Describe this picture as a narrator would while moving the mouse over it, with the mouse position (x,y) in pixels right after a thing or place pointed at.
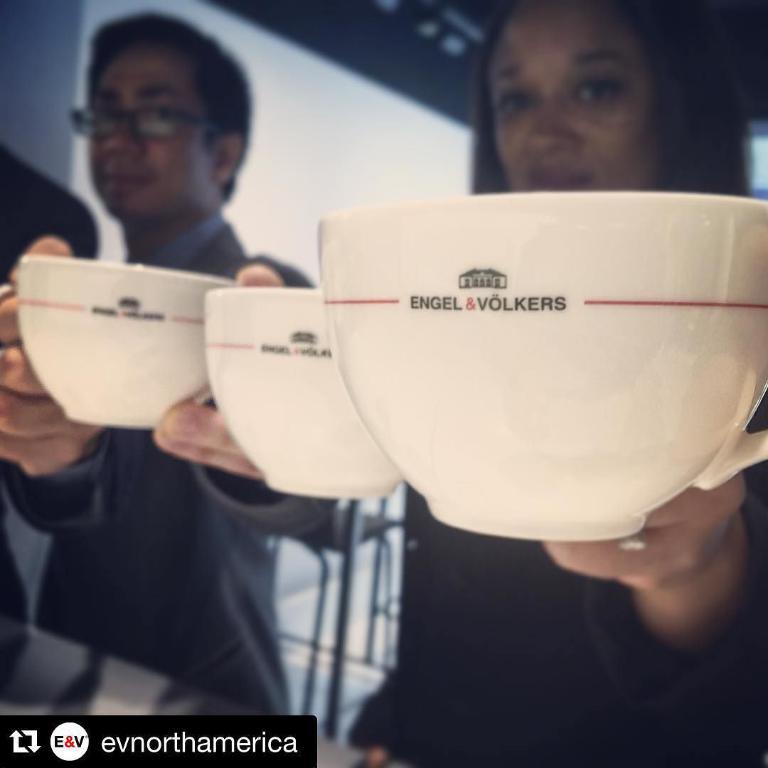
In this image we can see tea cups (406,309) with some text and people (643,64).
